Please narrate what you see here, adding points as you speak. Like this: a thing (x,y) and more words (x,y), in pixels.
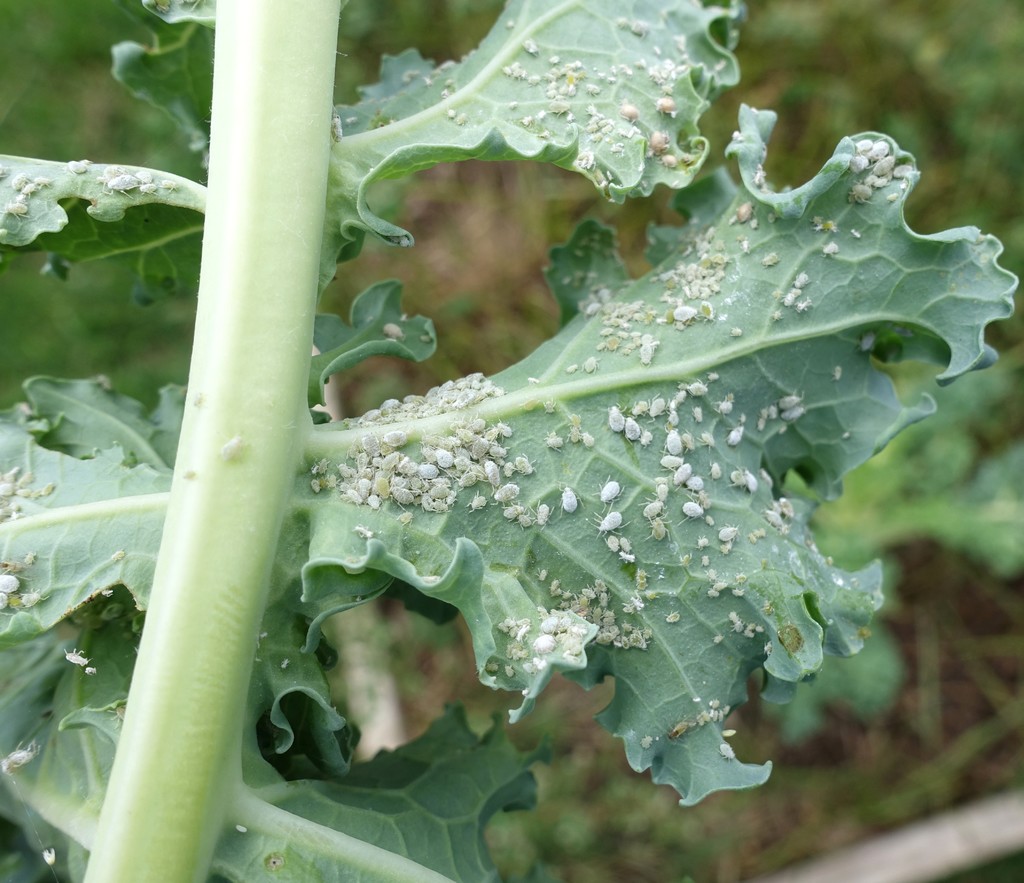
In this image I can see few plants (378,526) in green color.
